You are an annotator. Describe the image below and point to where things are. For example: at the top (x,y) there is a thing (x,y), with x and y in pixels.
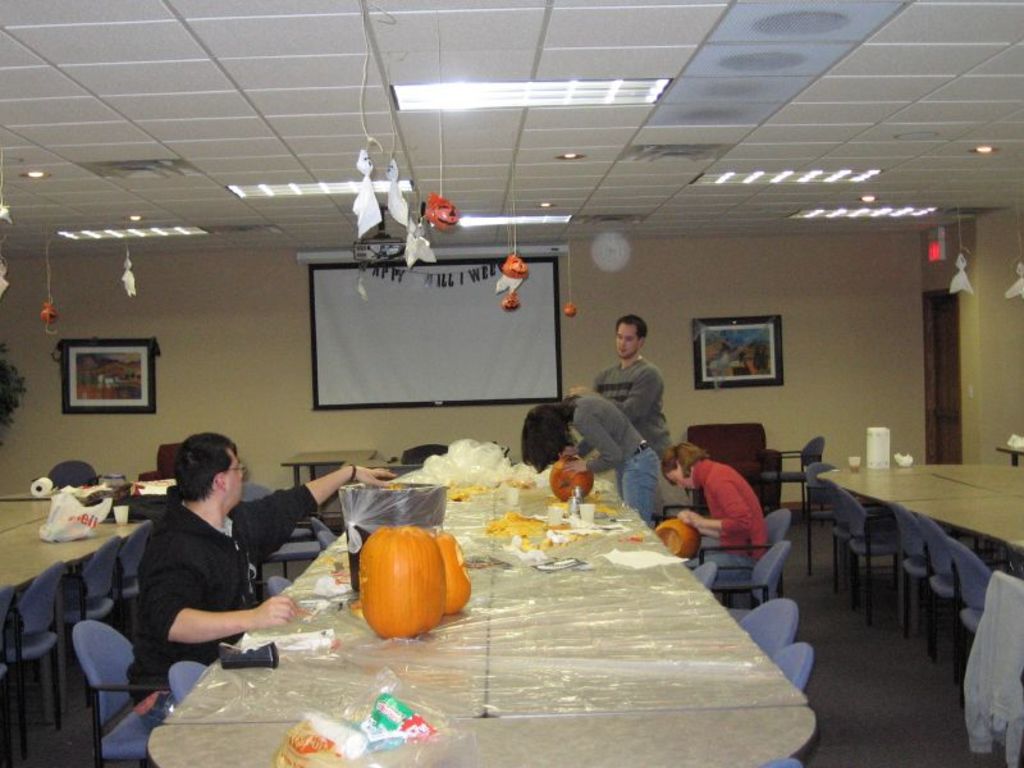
In the image we can see four persons (706,489). Two persons (623,416) were standing and two persons (703,468) were sitting around the table (433,720). On table (545,502), we can see bucket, glasses (588,506), papers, covers (389,725) and food items (387,543). In the background (539,310) there is a wall (815,329), board (484,373), photo frame (130,388), light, decorative items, table (1003,523), chairs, wood (926,324) and plastic cover (73,522).
